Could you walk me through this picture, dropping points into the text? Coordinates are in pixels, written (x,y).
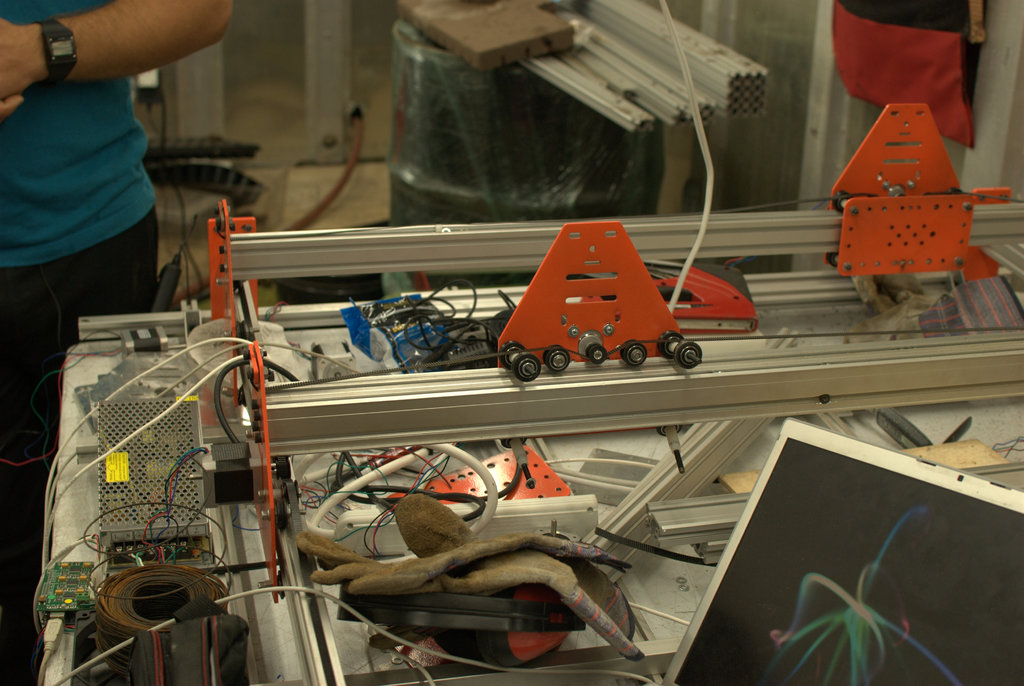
In this picture there is a person (18,300) standing. In the foreground (197,376) there is a machine (956,337) and there is a laptop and there are gloves (415,502) on the machine (319,642). At the back (446,29) there are pipes (589,70) and there is a wooden object (548,31) on the drum (525,90) and there is a bag (979,22) hanging on the wall (1012,92). At the bottom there is a pipe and there are objects (254,151).
